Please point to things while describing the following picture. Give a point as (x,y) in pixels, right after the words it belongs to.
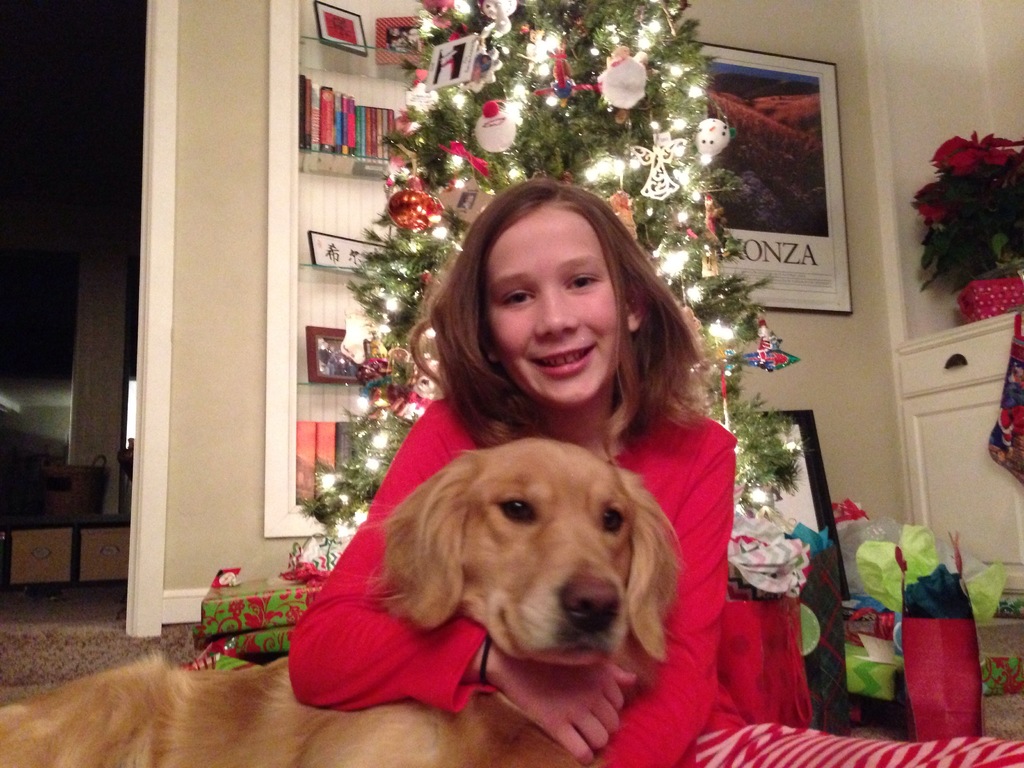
In this picture there is a girl (472,429) and a dog (522,574) in the center of the image (671,488), there is a christmas tree (572,139), bookshelf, and a portrait (758,217) in the background area of the image (527,124), there is another plant (950,245) on the desk (961,447) on the right side of the image (950,205) and there is a pillar (100,394) on the left side of the image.
